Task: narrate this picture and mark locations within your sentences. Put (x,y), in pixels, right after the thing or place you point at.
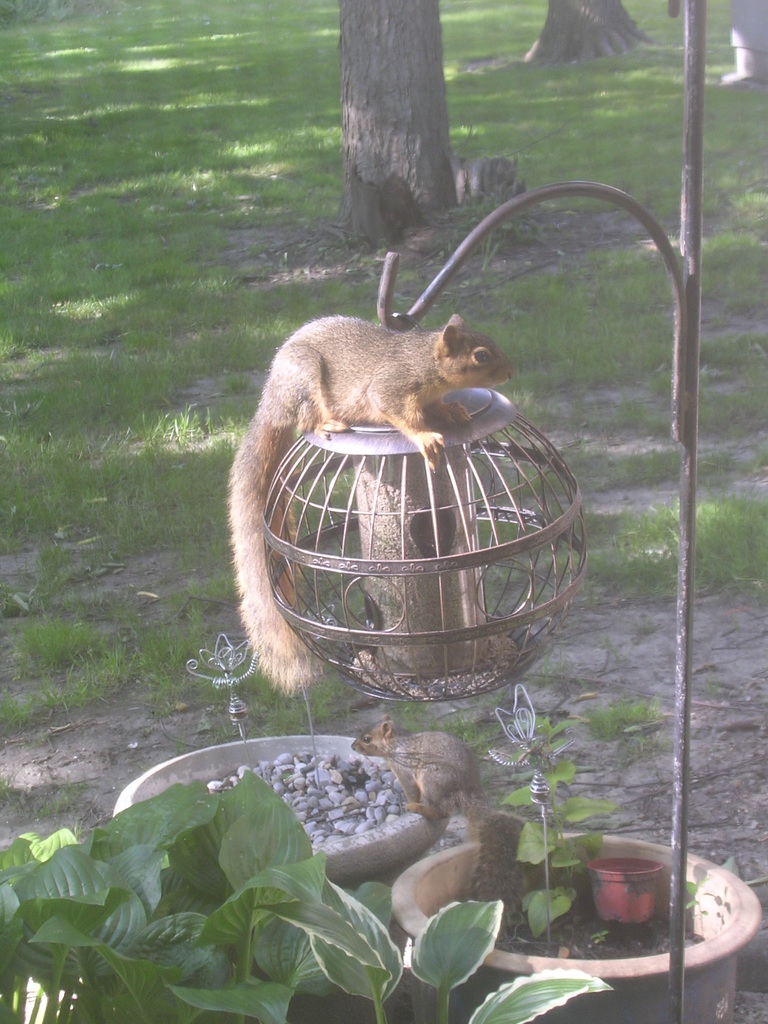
In the foreground of this image (409,608), there are plants (430,939), pots (519,961), squirrels (306,344) and a bird feeding station (685,347). At the top (503,65), there are tree trunks (362,82) and the grassland (187,154).
